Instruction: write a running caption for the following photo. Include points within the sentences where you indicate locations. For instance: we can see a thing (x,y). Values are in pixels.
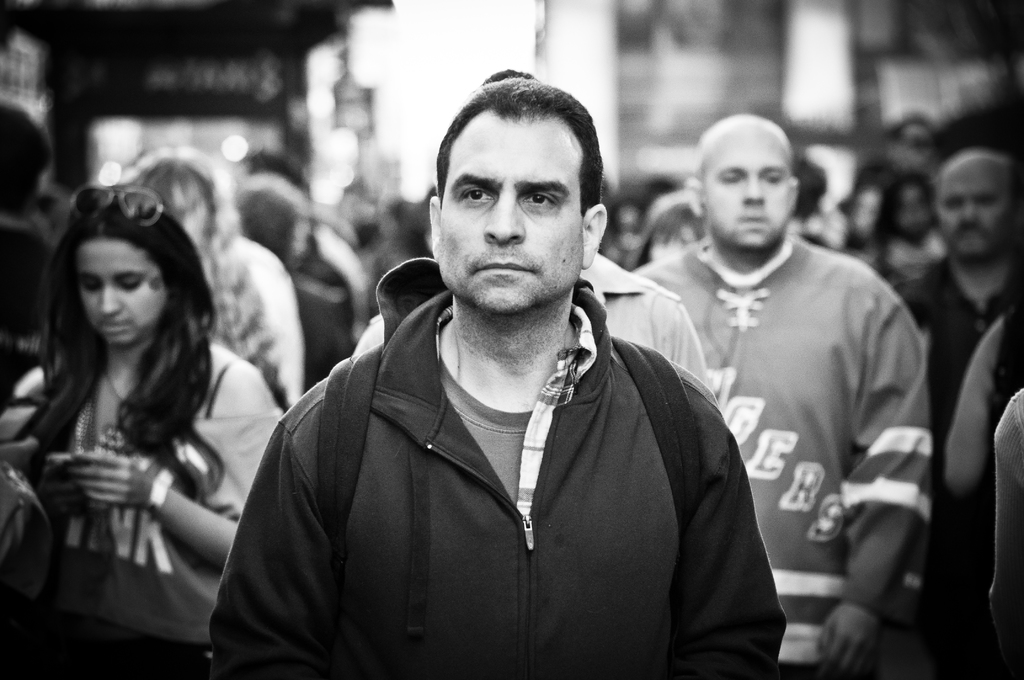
In this image there are people (437,270).
